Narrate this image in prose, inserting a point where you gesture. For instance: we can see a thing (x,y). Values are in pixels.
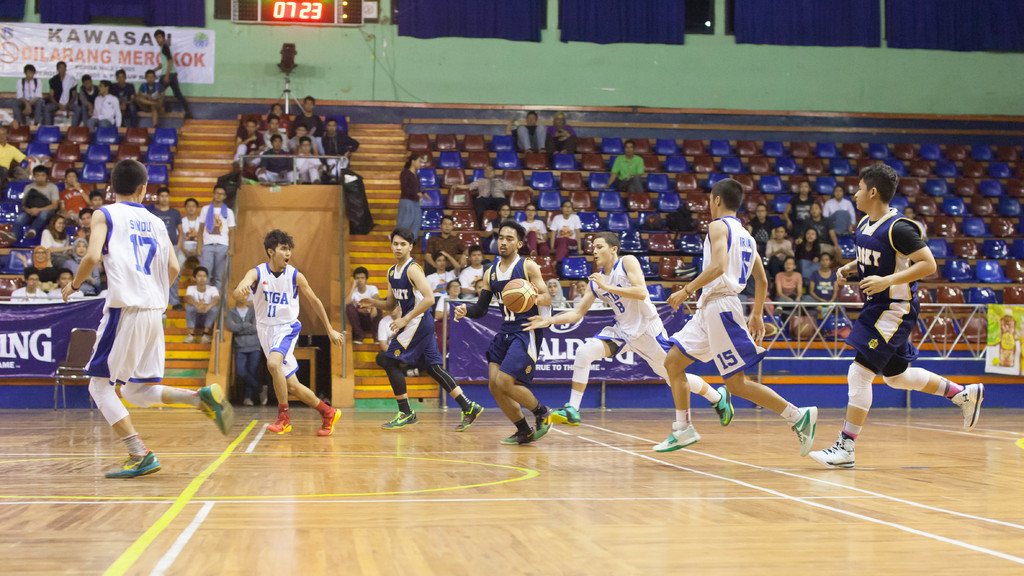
In this image I can see few people (222,417) are standing in the front (532,272). I can also see a basketball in the center of this image (509,310). In the background (432,284) I can see number of chairs (692,187), number of people (21,88), stairs (373,228) and on the left side of this image (11,52) I can see few banners (182,35) and on these banners (29,358) I can see something is written. On the top left side of this image (328,9) I can see a digital clock (359,4).
